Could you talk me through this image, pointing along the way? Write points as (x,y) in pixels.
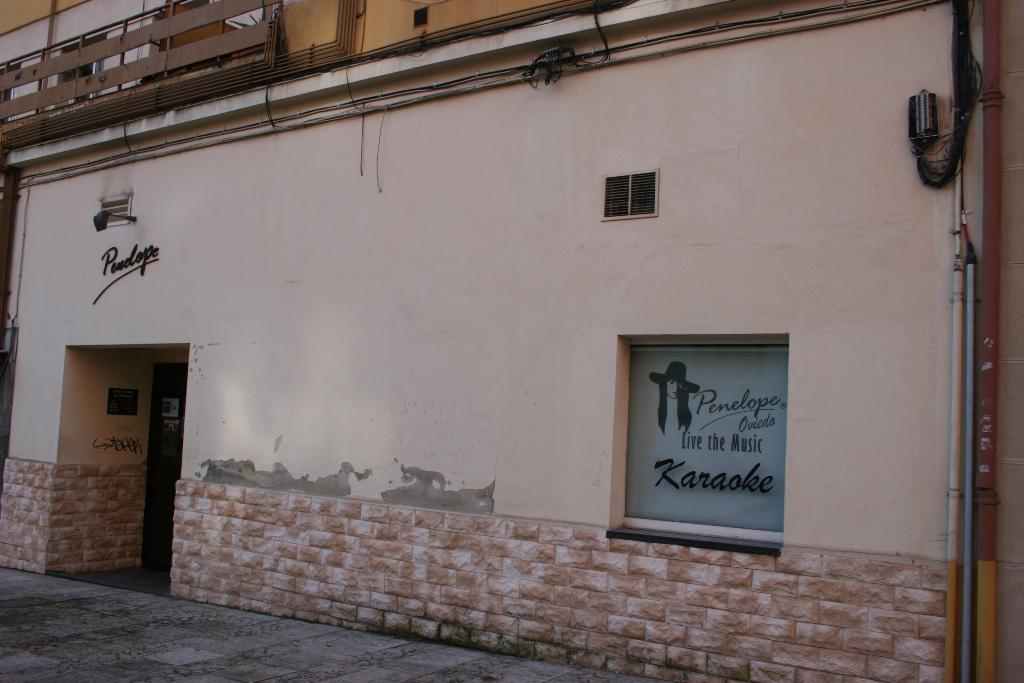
This image is taken outdoors. At the bottom of the image (175,638) there is a floor (223,608). In the middle of the image (463,257) there is a building (426,351) with a wall (314,297), windows (689,466) and a door (150,460). There are a few pipe lines (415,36) and there are a few iron bars (228,33).
